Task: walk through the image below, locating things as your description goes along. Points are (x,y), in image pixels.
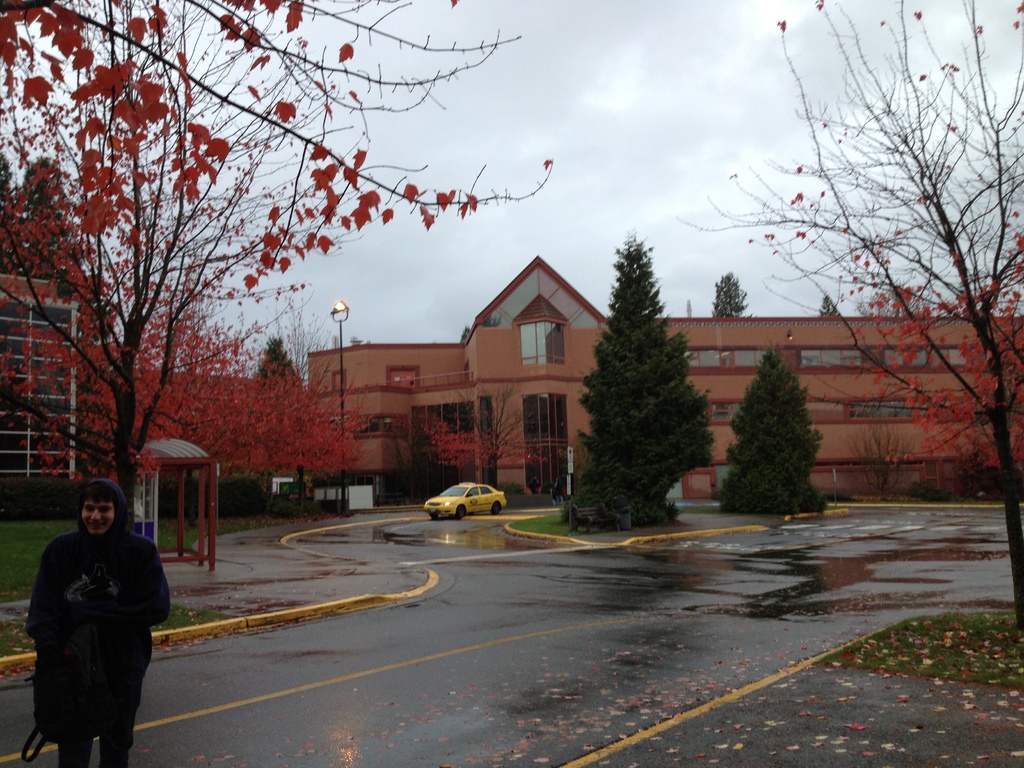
In the center of the image (474,510) we can see a car (443,501) on the road (447,652). On the left (132,674) there is a man (81,748) standing. In the background (78,425) there are trees (748,433), pole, buildings (389,378) and sky (816,20).
